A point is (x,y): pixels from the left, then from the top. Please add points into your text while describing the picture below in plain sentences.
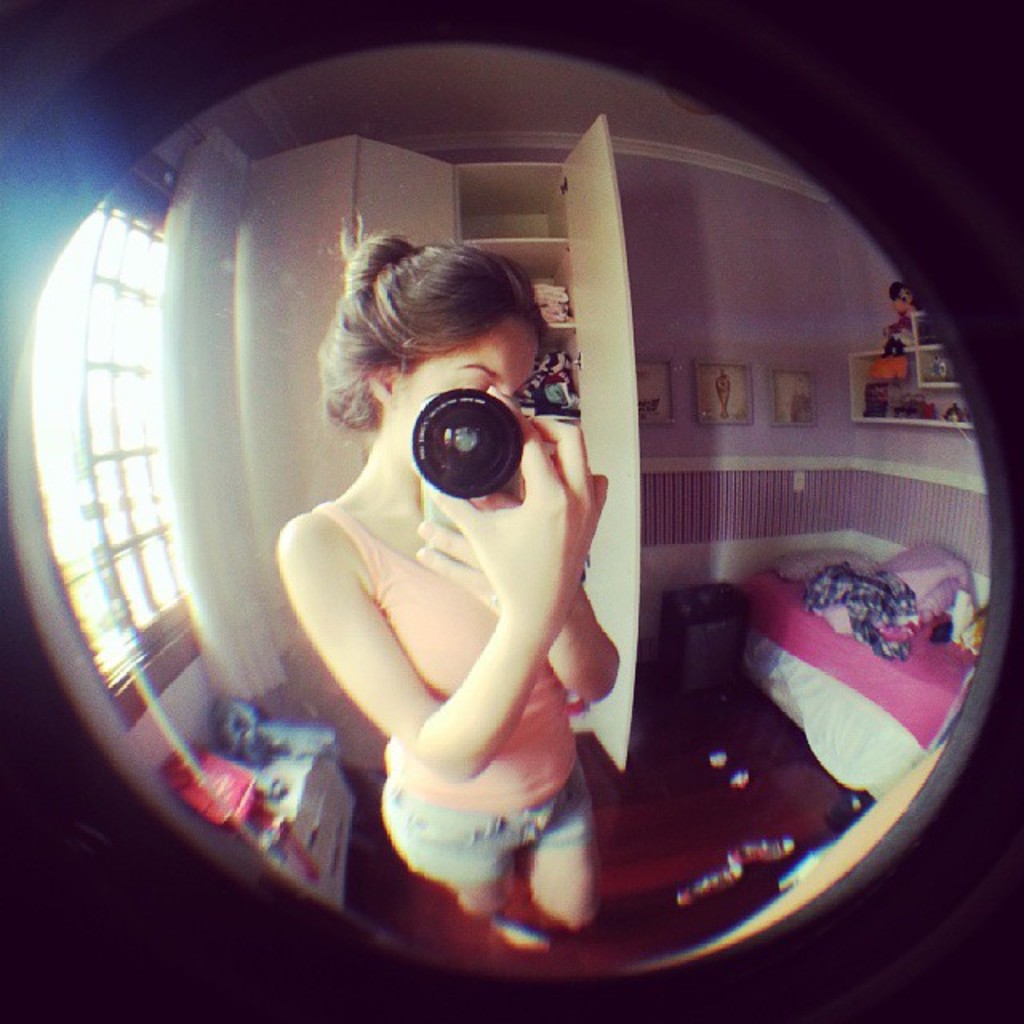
This picture shows a woman (502,936) standing and holding a camera (437,450) in her hands (456,536) and we see a bed (820,673) and a door (627,331).
